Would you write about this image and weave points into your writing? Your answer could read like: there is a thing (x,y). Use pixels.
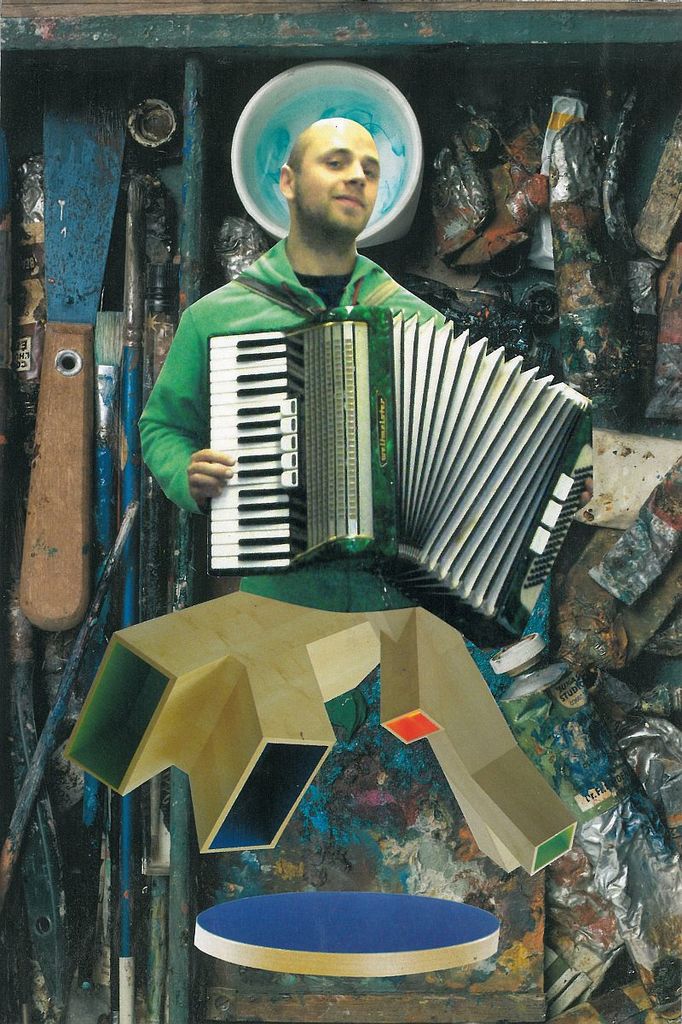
This picture is an edited image. In this image we can see one man (355,219) with a smiling face (338,161), holding a musical instrument (364,406) and playing. There are some objects (82,589) in the background (621,406) and two wooden objects (151,679) in the middle of the image (296,677).
